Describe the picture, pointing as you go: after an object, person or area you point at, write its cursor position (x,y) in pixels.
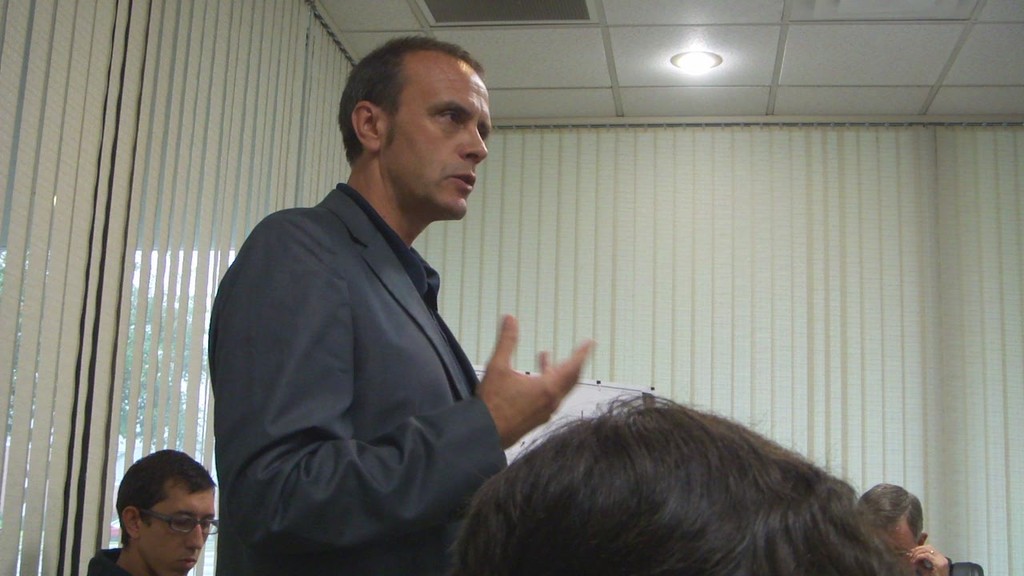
At the top (953,12) we can see the ceiling (985,15) and light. In the background (565,140) we can see a window blind (588,194) and a whiteboard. In this picture we can see a man (232,300) is standing. We can see the faces (413,179) of the people (880,484) and they wore spectacles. At the bottom portion of the picture (747,546) we can see a person's head (502,523).
